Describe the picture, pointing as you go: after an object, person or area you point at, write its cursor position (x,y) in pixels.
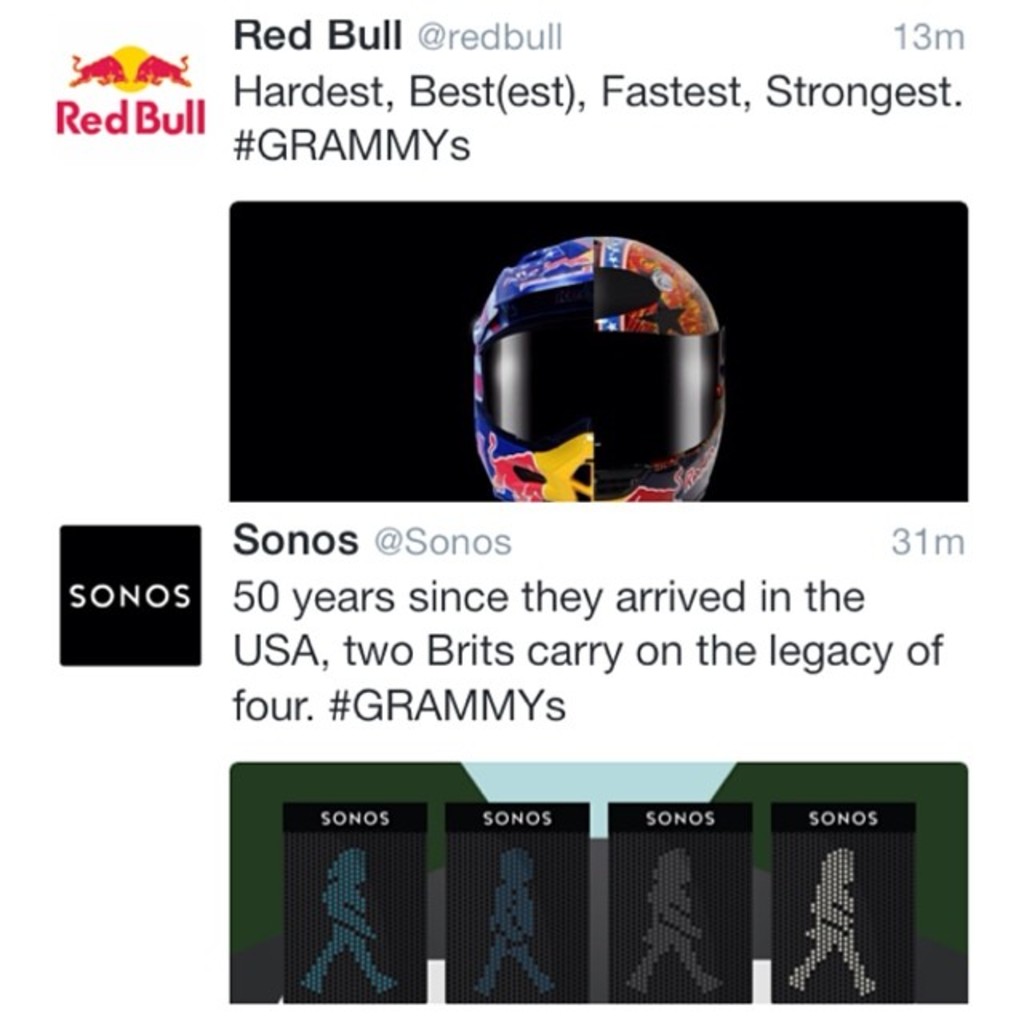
In this image, we can see a screenshot (433,488). In this image, we can see some text (725,96), icons (160,571) and images (483,463). Here we can see a colorful helmet (588,403).
